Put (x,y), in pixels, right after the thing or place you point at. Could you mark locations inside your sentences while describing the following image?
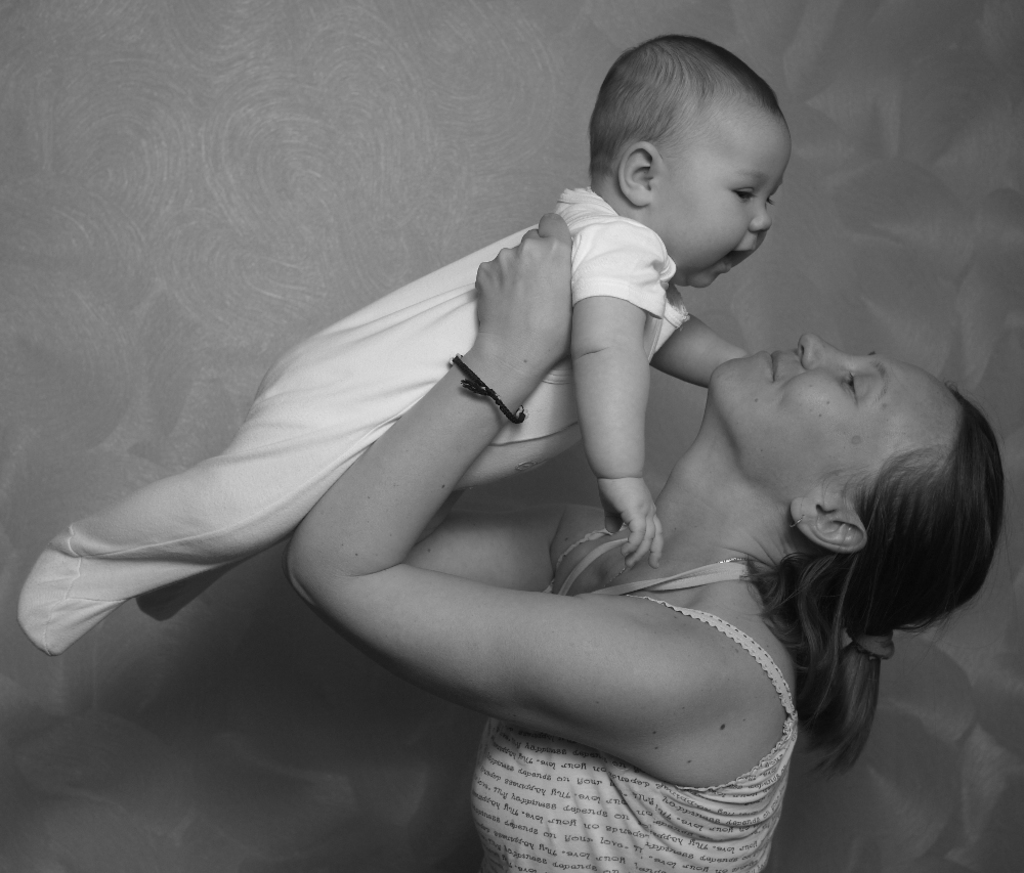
This is a black and white image. In this image we can see a lady (809,346) and a baby (450,321). In the background of the image (375,111) there is wall (907,39).
